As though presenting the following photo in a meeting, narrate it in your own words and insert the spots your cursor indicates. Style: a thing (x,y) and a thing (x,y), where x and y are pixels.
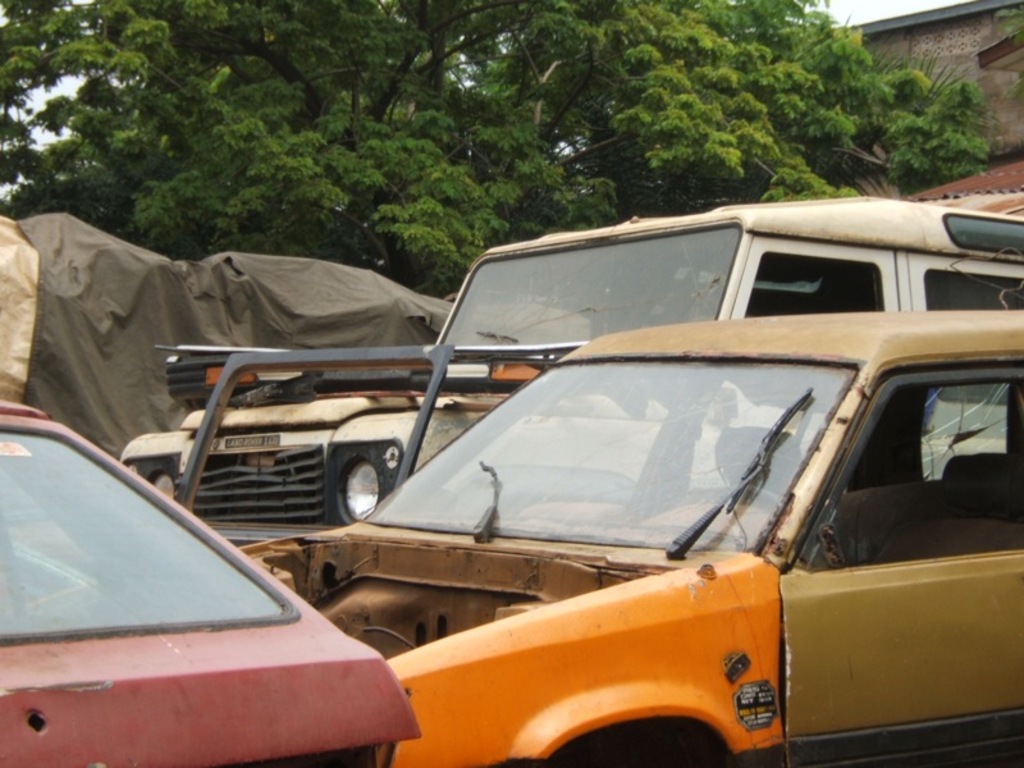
In this image, there are a few vehicles (208,418). We can see some cloth (24,237). There are a few trees (792,174). We can also see some objects (890,40) on the top right corner (1007,5).
